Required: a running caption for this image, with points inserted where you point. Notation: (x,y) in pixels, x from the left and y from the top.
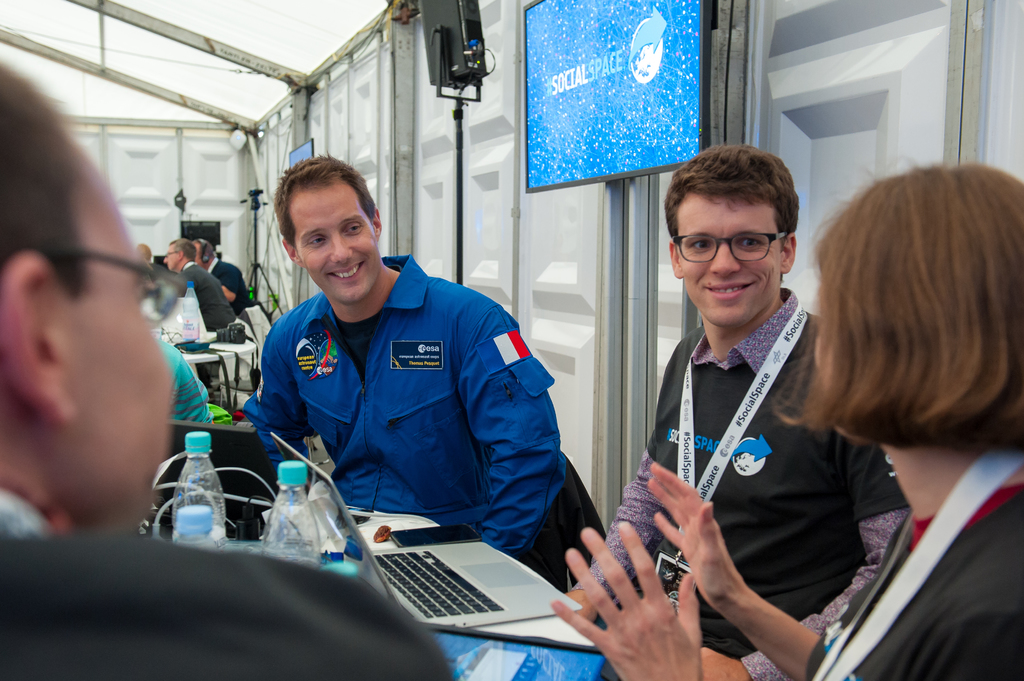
In this picture I can see people (464,348) with a smile sitting on the chair (580,510). I can see electronic devices (403,586) on the table (386,543). I can see the screen (643,113).
